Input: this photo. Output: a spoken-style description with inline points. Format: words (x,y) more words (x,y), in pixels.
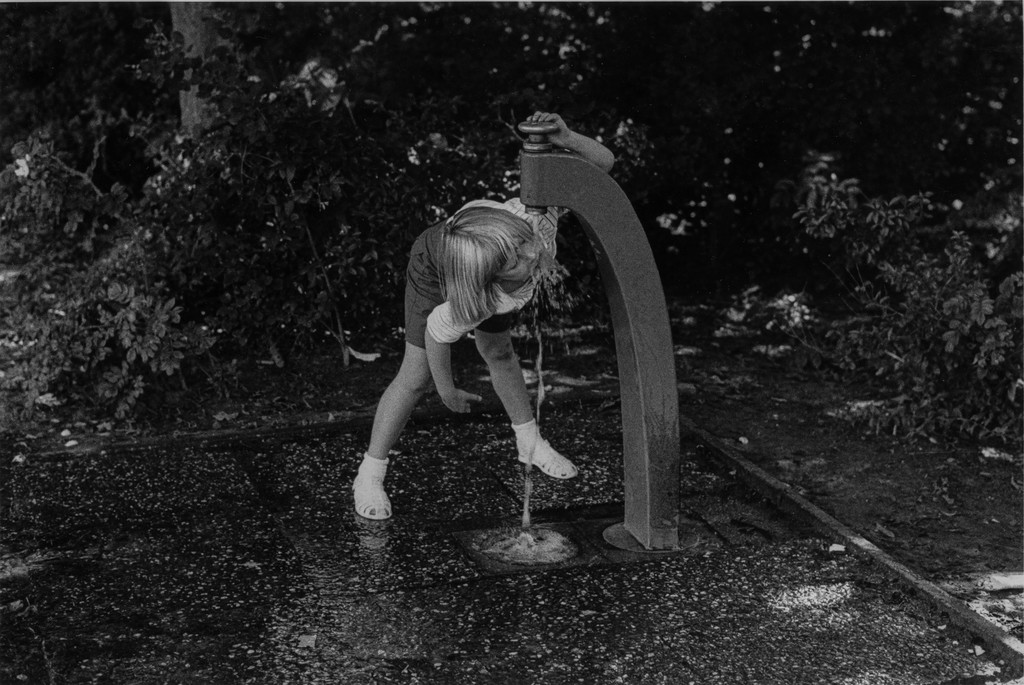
In this picture we can see a girl (485,303) is drinking water (554,285), in front of her we can see a tap (597,226), in the background (456,184) we can find few trees (838,187), and it is a black and white photography.
